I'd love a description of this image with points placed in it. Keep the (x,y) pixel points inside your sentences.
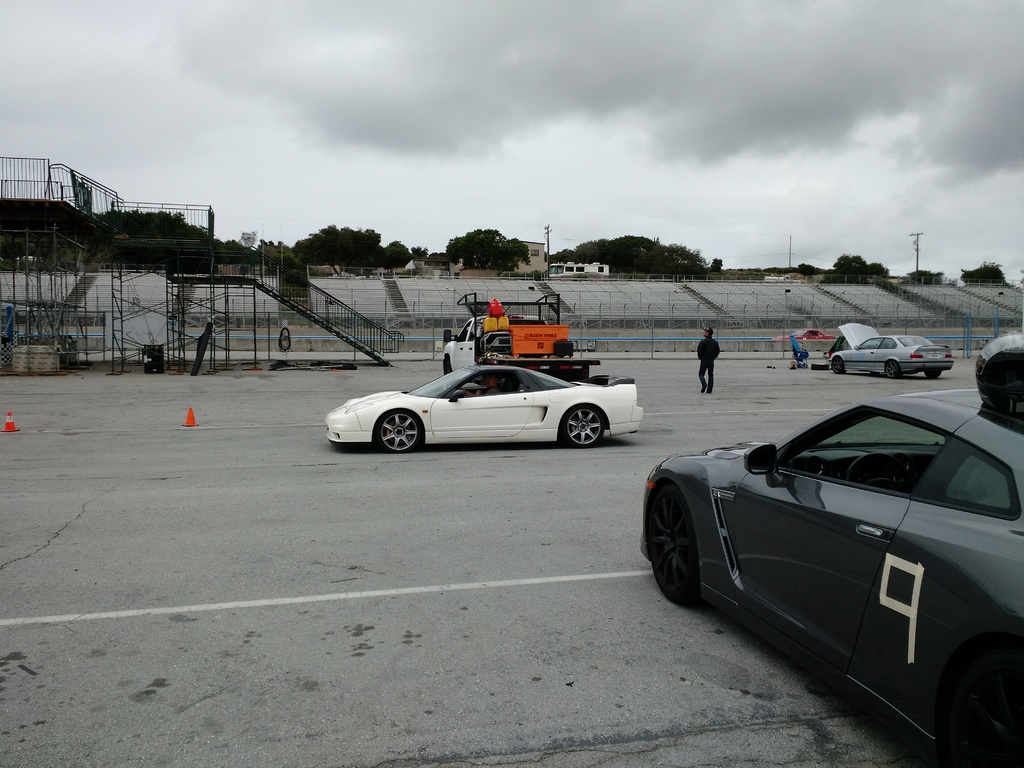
In this image there are some vehicles (634,412) and some persons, at the bottom (308,610) there is a walkway (176,497) and some barricades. And in the background (360,248) there are some trees (979,273), poles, wires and some iron rods (254,331) and iron poles (181,331) and some objects (66,342). At the top (586,222) there is sky (691,229).
